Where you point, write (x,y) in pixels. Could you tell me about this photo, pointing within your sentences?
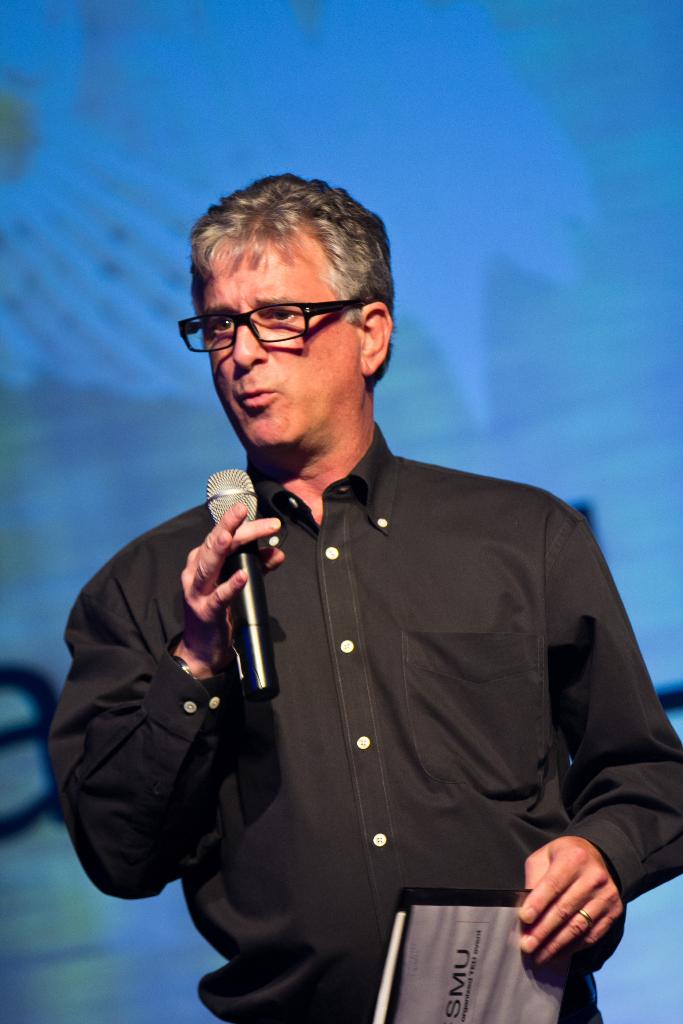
In this picture we can see a person (481,680), he is holding a mic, book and wearing a spectacles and in the background (582,376) we can see a screen (637,583).
